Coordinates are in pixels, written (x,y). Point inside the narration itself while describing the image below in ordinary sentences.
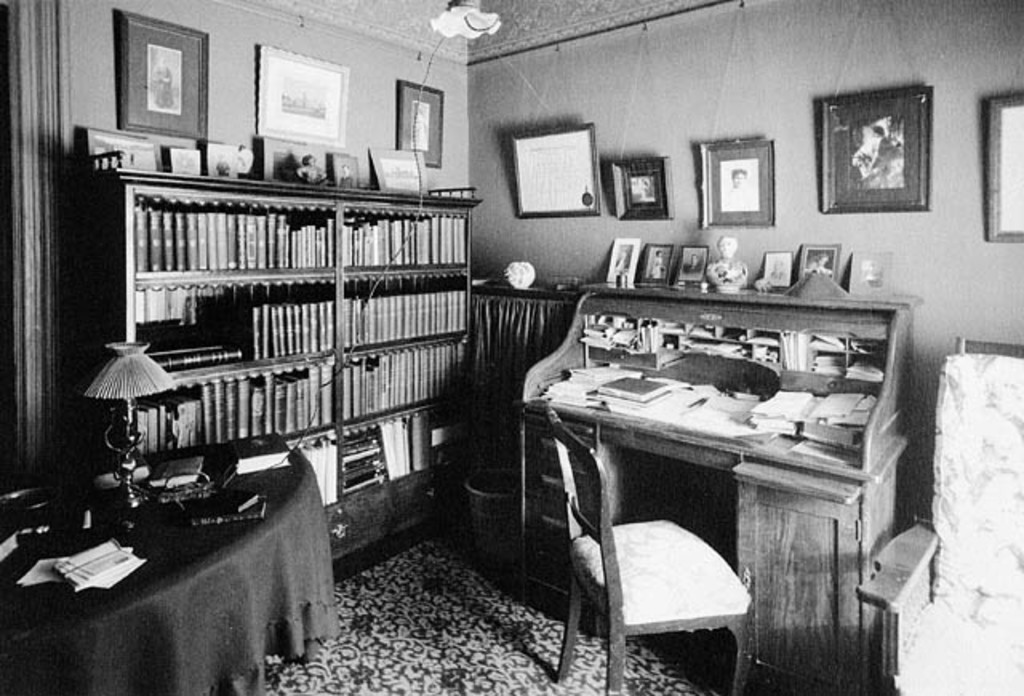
This is a black and white image there is one lamp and some objects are kept on the table (148,528) as we can see at the bottom left corner of this image (141,549). There are some books (251,267) kept in a rack (282,295) in the middle (404,301), and there are some books (634,385) kept on a table (610,417) on the right side of this image (764,407). There is wall (476,164) in the background (782,117). There are some photo frames (653,169) attached on it.
